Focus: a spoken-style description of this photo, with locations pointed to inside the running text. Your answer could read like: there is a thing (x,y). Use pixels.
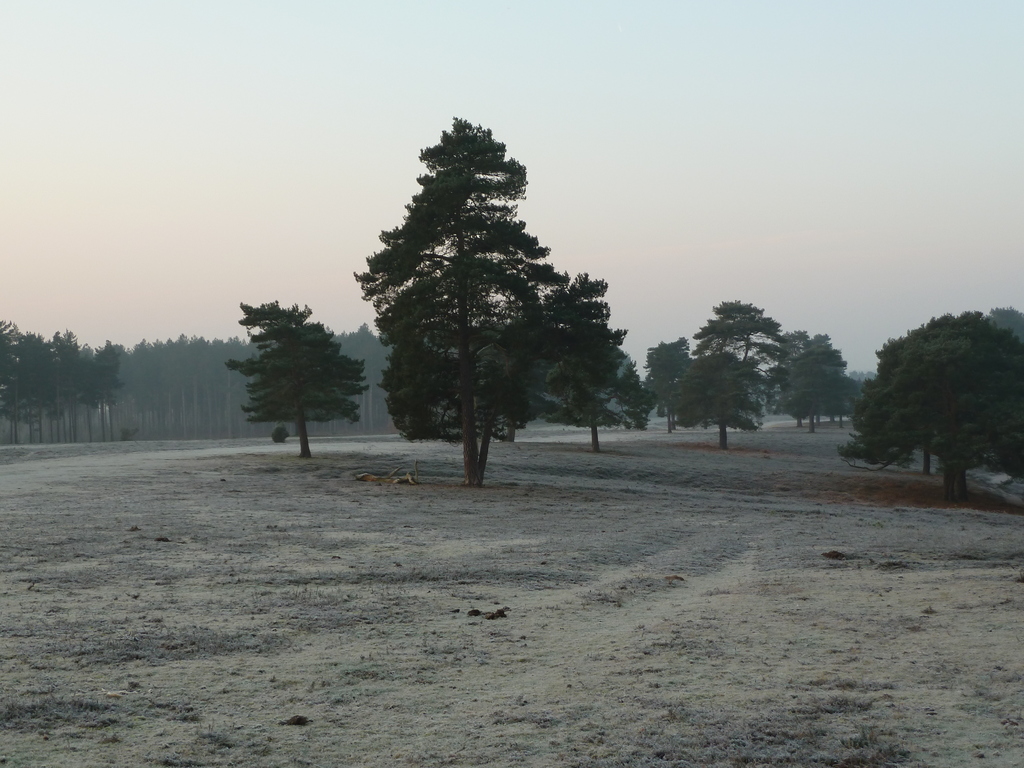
This is a colour picture, there are trees (346,394) on the background (681,400) and above its sky (767,78).
